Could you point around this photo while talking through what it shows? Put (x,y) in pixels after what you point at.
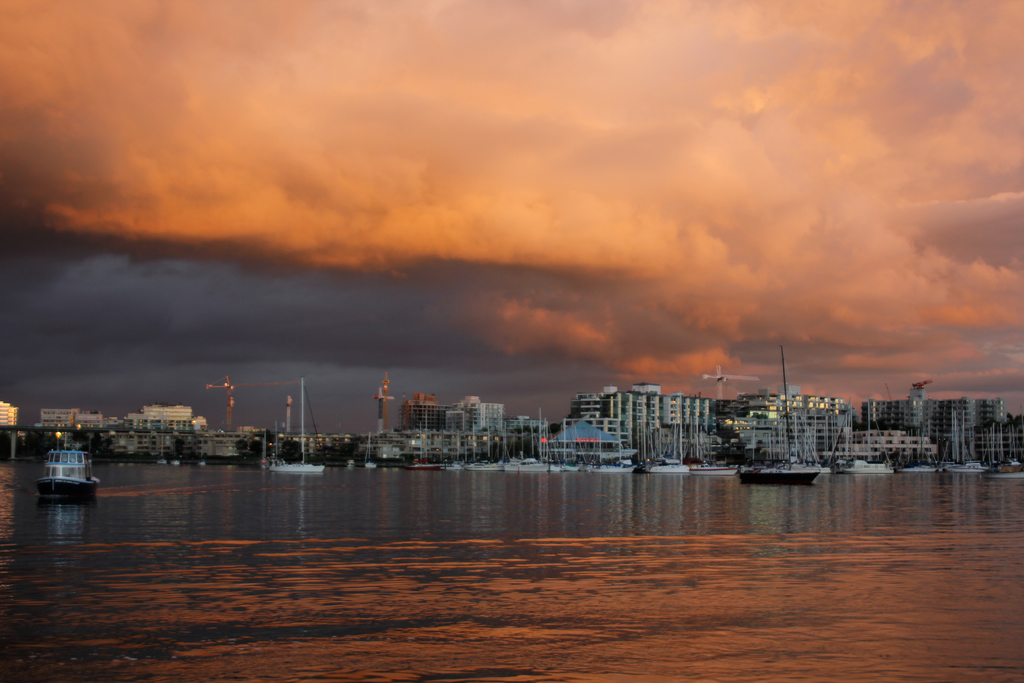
In the center of the image (410,418) there are buildings (770,416). At the bottom (847,554) there is water (770,544) and we can see boats (725,471) on the water (376,474). In the background (417,322) there is sky (635,254).
